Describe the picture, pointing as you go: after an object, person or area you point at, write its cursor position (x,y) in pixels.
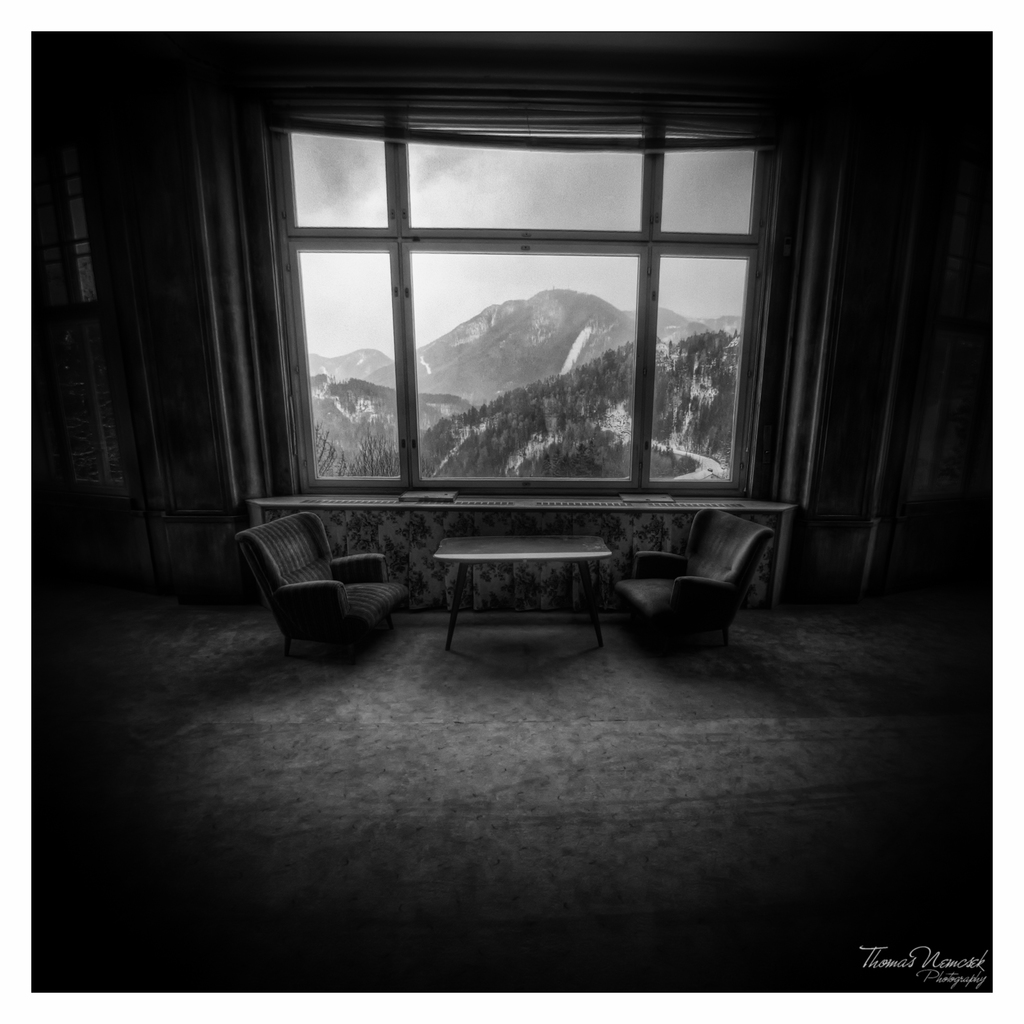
This picture shows an inner view of a house (380,480) and we see two chairs (637,594) and a table (603,551) and we see some hills (668,332) from the window (389,391) of the house (743,408).
